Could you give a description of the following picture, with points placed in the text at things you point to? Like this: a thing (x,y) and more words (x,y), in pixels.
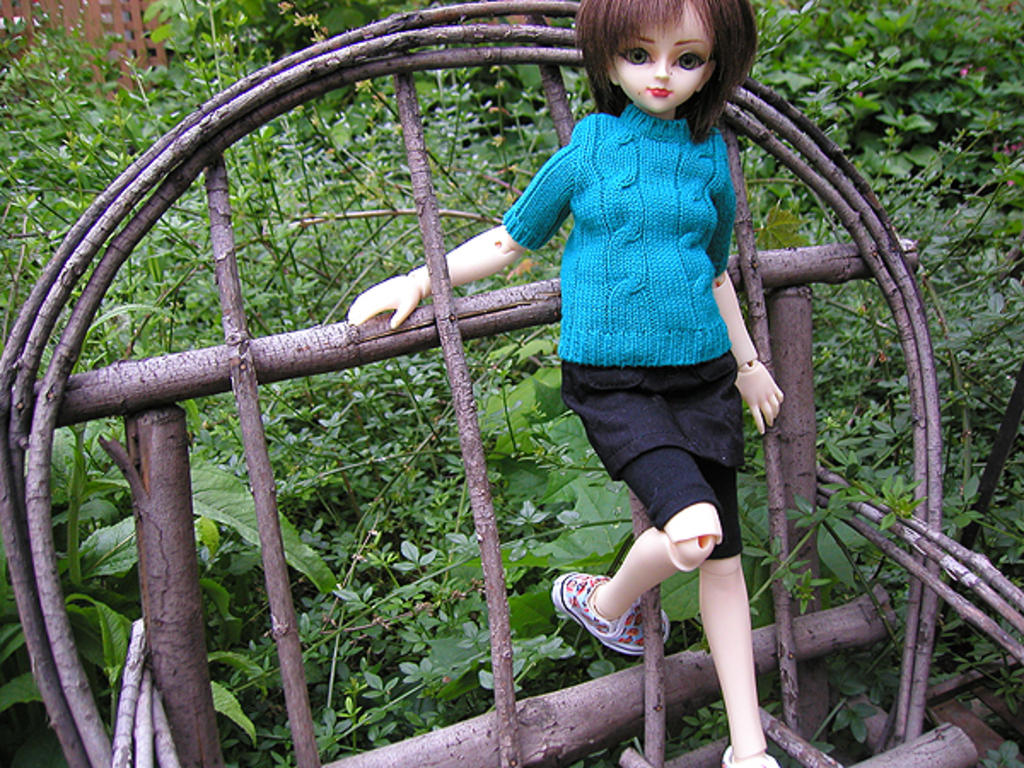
In this image we can see a toy (693,267), there are some plants (345,563), bushes (345,563), and some wooden sticks (646,761), also we can see a fence (105,31).
